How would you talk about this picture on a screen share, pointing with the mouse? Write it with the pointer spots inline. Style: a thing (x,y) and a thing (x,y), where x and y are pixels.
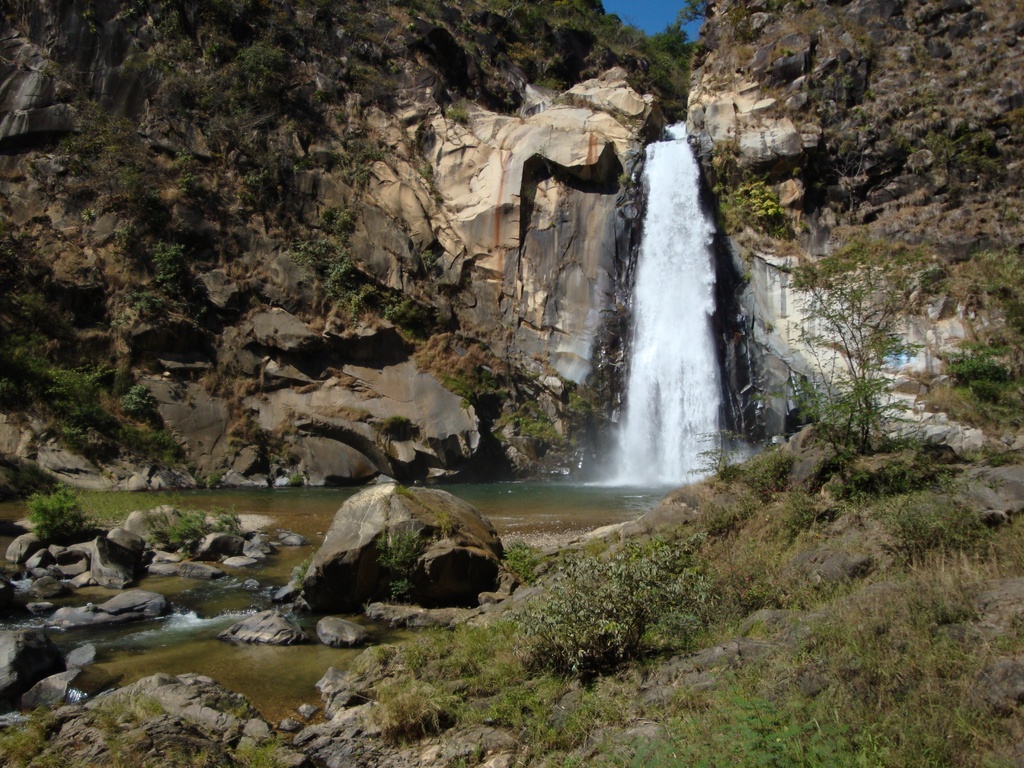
In the center of the image (633,481) we can see a waterfall (633,481). At the bottom (406,553) there are rocks (268,634) and grass (821,636). In the background (624,38) there are hills (647,45) and sky (642,24).
